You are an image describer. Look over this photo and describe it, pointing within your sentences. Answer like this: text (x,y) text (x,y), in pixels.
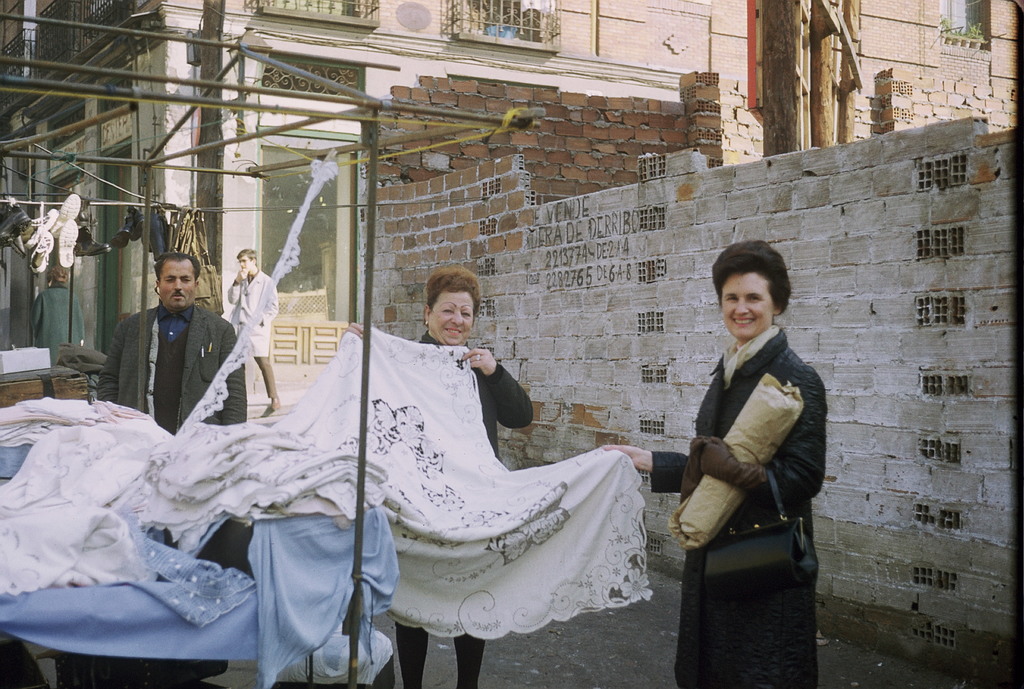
In the picture we can see people (192,370) and some clothes (197,460). In the top left corner of the image (131,224) we can see shoes (14,232) hanging on the pole (29,203). We can also have poles (345,149). In the right corner of the image (975,287) we can see a brick wall (801,245). In the background (493,22) we can see a building (606,40) and some plants (962,40).
